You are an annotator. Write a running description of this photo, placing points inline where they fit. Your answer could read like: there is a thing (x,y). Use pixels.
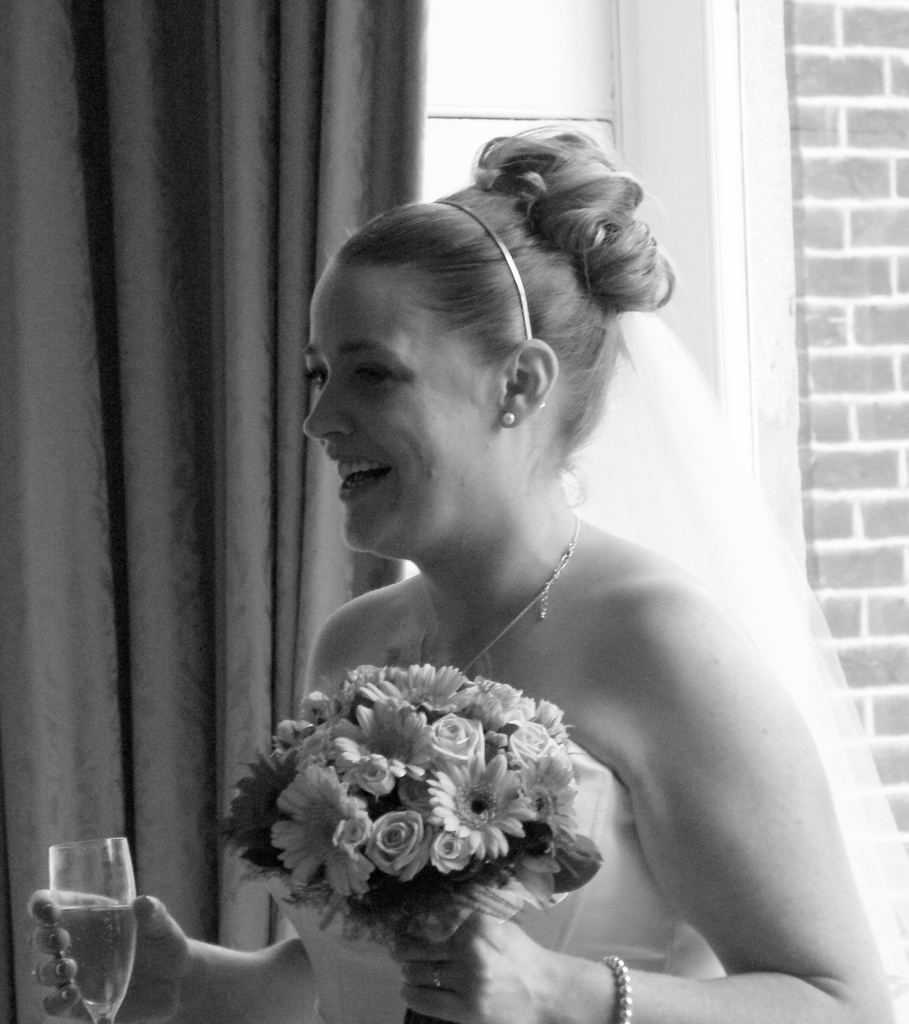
There is a woman (162,1013) standing in the center (349,492). She is holding a glass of wine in her right hand (161,992) and flowers (428,937) in her left hand (515,999) and she is smiling.
